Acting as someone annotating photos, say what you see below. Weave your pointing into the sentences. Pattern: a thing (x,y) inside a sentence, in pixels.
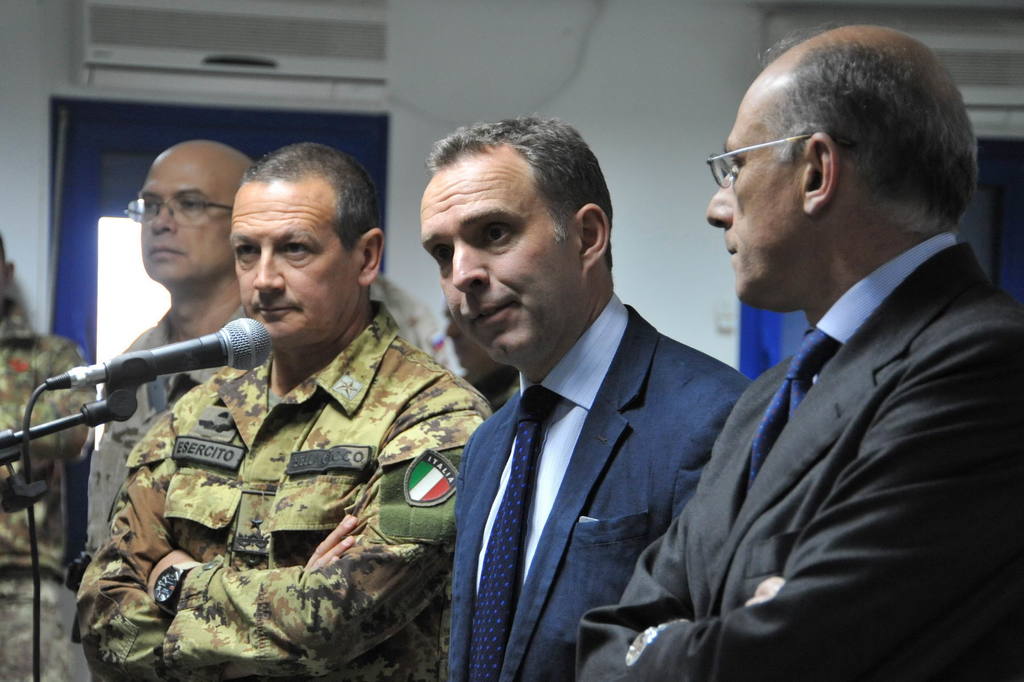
In this image we can see a few people (491,457). And we can see the mike (168,354). And we can see the air conditioner (93,35). And we can see the wall (497,65) and a door (81,146).
